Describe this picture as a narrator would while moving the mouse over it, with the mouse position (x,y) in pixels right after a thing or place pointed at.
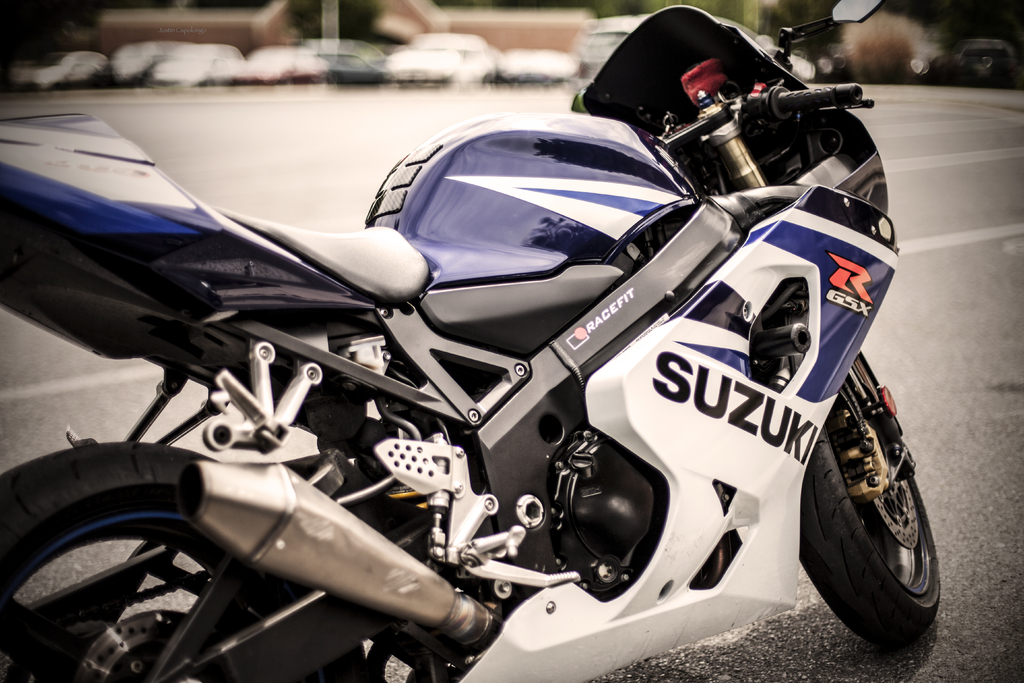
This image is taken outdoors. At the bottom of the image (831,642) there is a road (949,198). In the middle of the image (468,268) a bike (266,346) is parked on the road (481,106). At the top of the image (250,56) a few cars (356,52) are parked on the road (823,658).
